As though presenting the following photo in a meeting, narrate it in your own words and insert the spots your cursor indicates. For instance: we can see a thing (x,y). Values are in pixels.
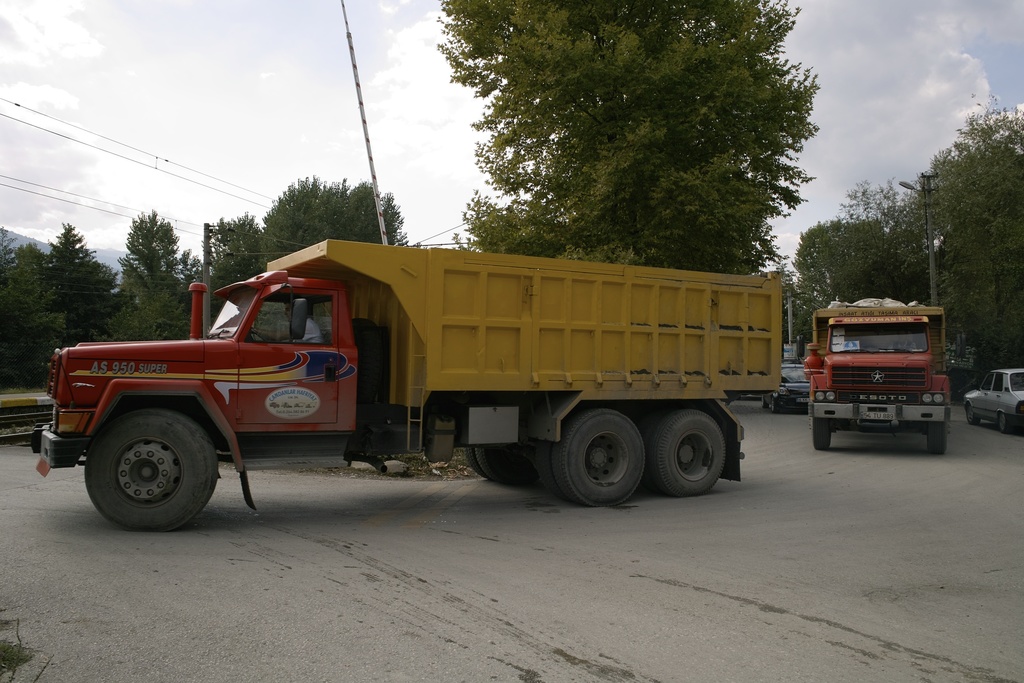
In this picture we can see vehicles (781,391) on the road (574,551). Behind the vehicles (647,384), there are cables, trees (571,222) and the sky (188,91). On the right side of the image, there are electric poles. On the left side of the image (24,427), it looks like a railway track (21,411).
